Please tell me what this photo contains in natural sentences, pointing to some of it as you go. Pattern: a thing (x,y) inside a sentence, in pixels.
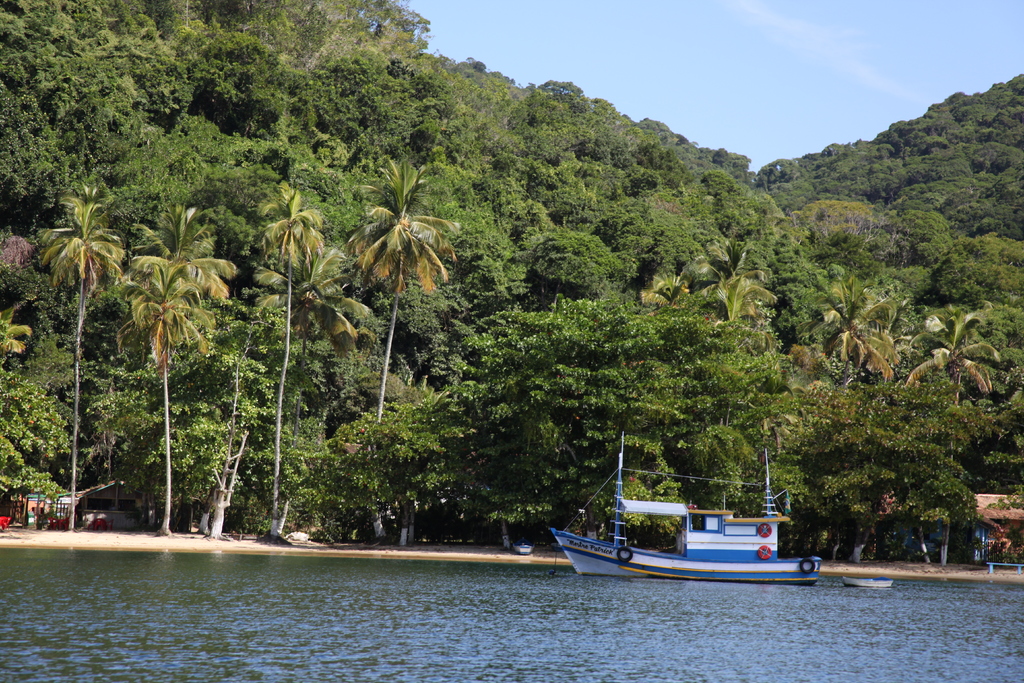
In this image on the water body (793,602) there is a boat (773,563). In the background (681,339) there are trees (365,335), buildings (60,500), hills (700,187). The sky (722,58) is clear.
